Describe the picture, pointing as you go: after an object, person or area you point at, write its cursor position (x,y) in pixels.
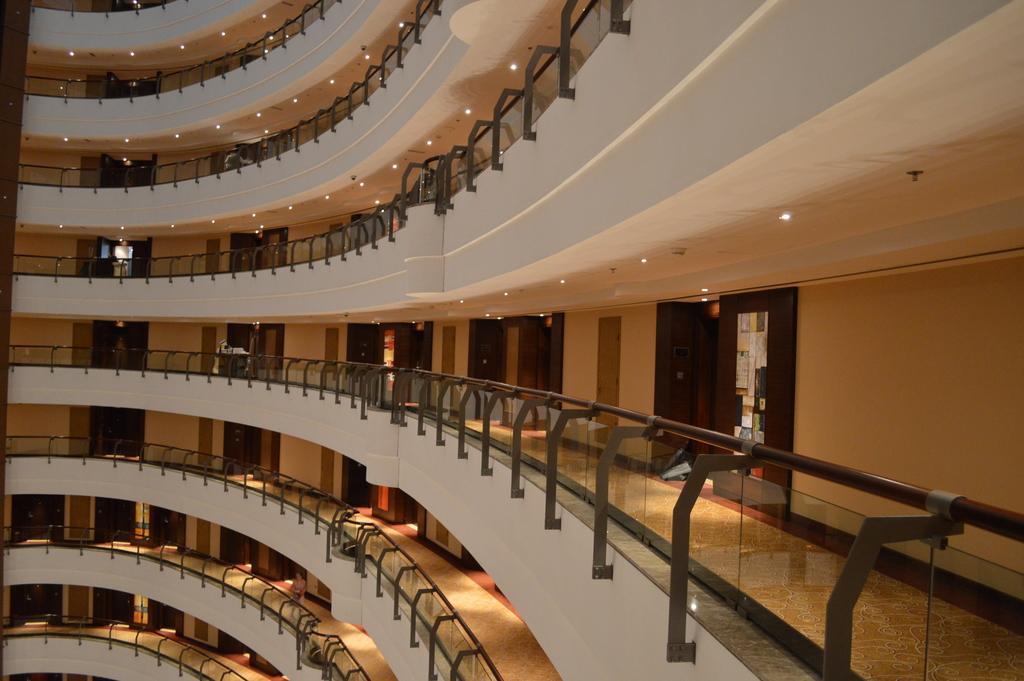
In this image on the right (876,555), there is a building (466,364) on that there are doors (489,361), lights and wall (868,416).
